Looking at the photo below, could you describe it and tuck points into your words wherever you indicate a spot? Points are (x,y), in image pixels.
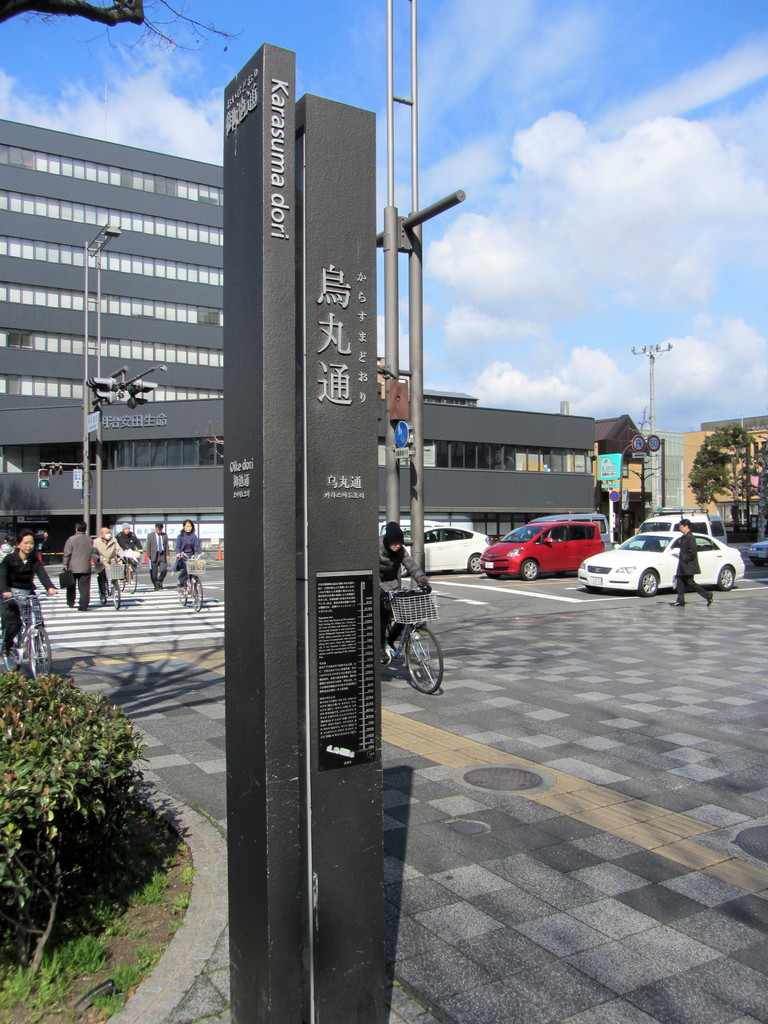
In this image we can see a few people (100,594) bicycling and few (79,586) are walking on the road (637,603). Image also consists of buildings (627,438), poles (395,511) and also trees (716,454). There are also vehicles (561,552) passing on the road (574,575). At the top (645,157) there is sky (686,22) with some clouds (581,396).
